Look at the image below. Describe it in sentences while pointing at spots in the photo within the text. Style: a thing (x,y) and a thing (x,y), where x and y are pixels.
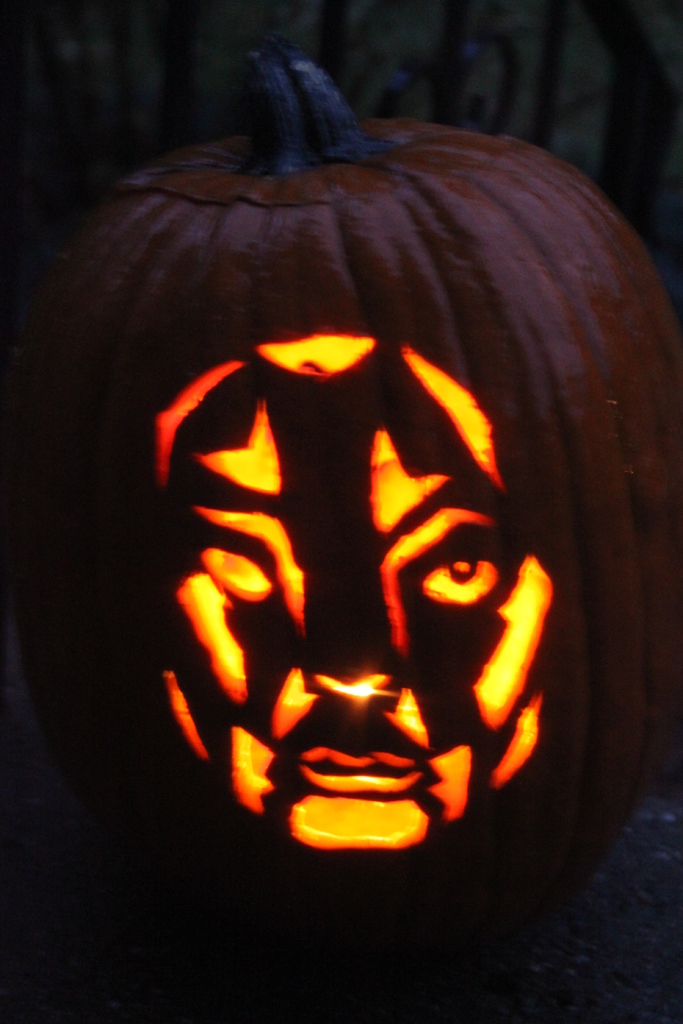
In this image we can see a pumpkin (274,660). On the pumpkin (312,718) we can see a design (340,743) of human face (340,743) and there is a light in it. At the top (556,52) we can see an object (544,78).
